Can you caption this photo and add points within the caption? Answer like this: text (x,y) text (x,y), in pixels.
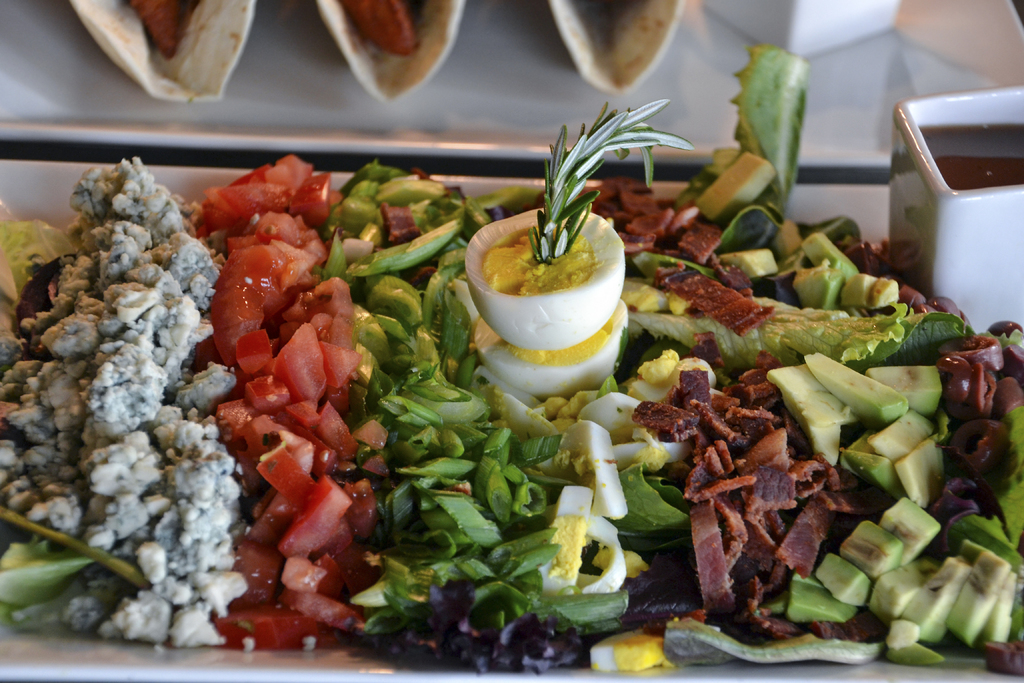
In this image, we can see chopped vegetables (423,477), eatable things (218,560), boiled egg (548,334) are placed on the white plate (537,682). Right side of the image (964,243), there is a white bowl (965,203) with sauce (979,167). Top of the image (611,158), we can see a tray (477,118), some eatable things (657,57) and white color object (799,18).
